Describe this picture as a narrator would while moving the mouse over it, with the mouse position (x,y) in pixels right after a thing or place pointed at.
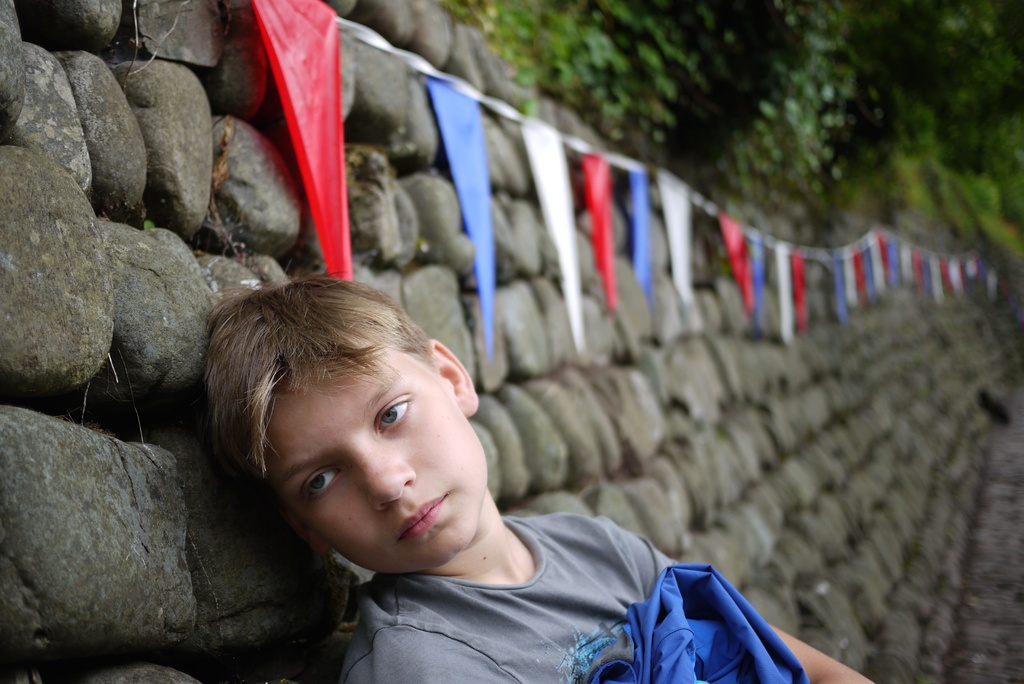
In the image there is a boy (442,587) with a grey t-shirt (586,605). Behind him there is a stone wall (92,141) with a decorative flags (309,108). At the top right of the image (883,157) there are trees (801,32).
